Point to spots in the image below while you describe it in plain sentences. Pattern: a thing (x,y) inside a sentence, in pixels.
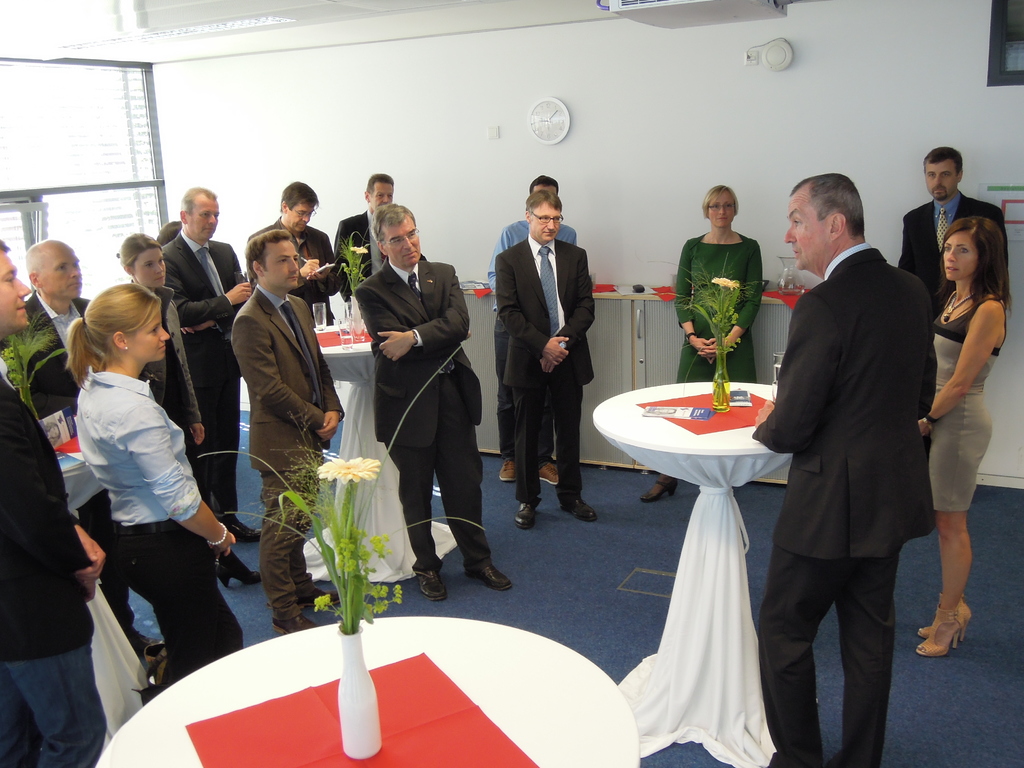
There are few people (436,436) standing in the room (652,478) and they all are dressed up neatly. There are tables (613,405) in the room (540,526). A table cloth (489,623) and a vase (715,381) with a flower (721,339) and also glasses (777,358) are placed over the table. the men (790,355) are dressed up in suits (846,336) and women (744,343) in gowns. In the background (636,199) there is a wall (653,269) and window (83,122) with window blinds (114,124). There is also a clock (547,129) on the wall (454,206).
